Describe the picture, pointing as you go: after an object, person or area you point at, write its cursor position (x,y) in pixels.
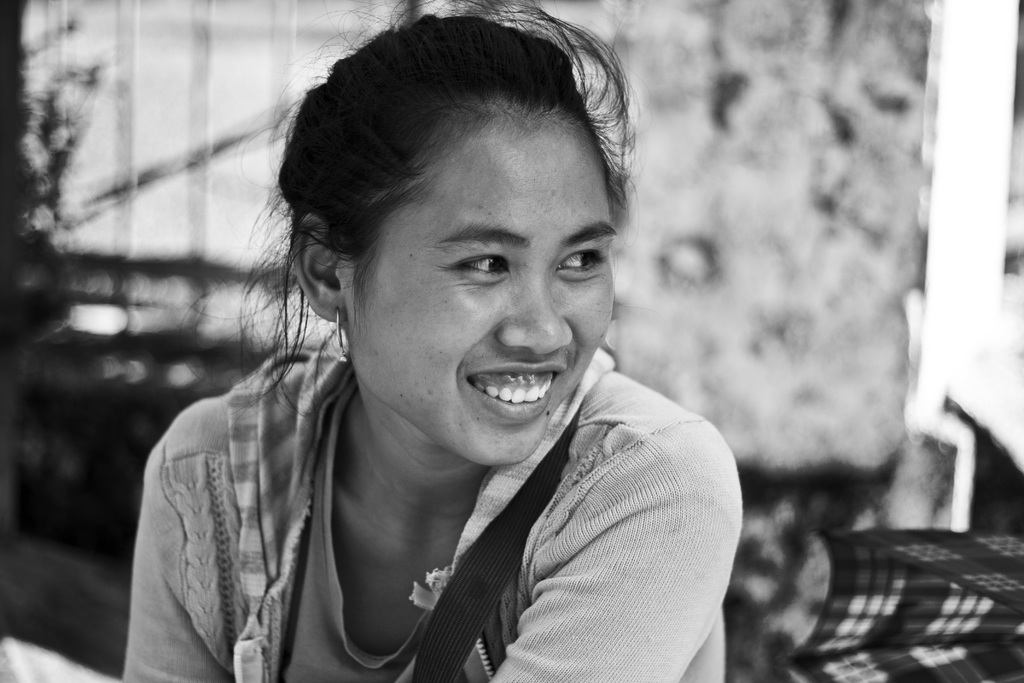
This is the monochrome picture of a lady (426,443) smiling.
